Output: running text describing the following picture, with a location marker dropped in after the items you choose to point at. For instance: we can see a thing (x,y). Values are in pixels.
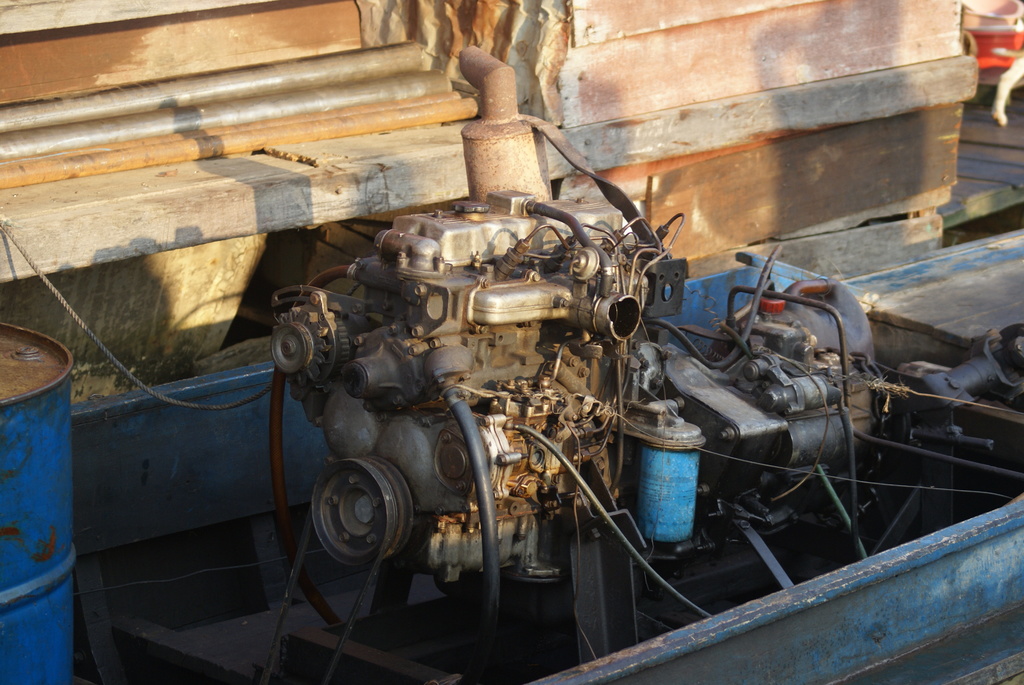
In this image I can see a machine (529,386). To the left (37,415) there is blue color drum (26,470). To the right (979,249) I can see the wooden table (924,271).
